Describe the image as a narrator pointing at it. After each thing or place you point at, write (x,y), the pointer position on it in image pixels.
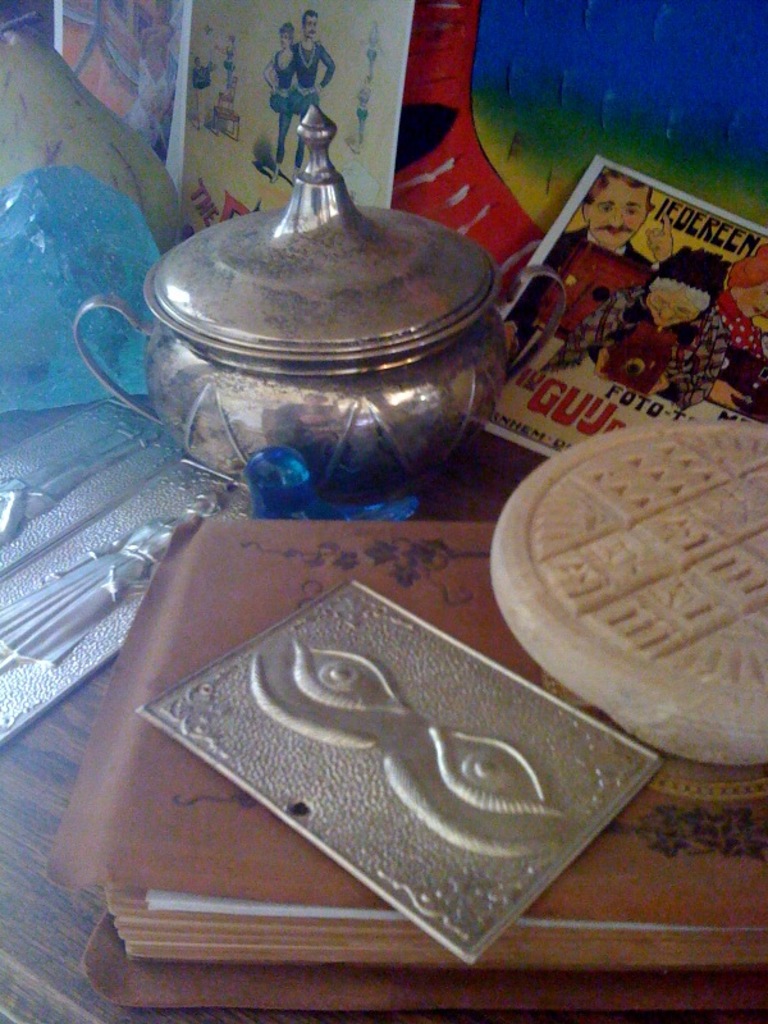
In this image there is a water vessel (412,479), book (359,899), cards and a few other objects (96,411) on the table (64,975).
